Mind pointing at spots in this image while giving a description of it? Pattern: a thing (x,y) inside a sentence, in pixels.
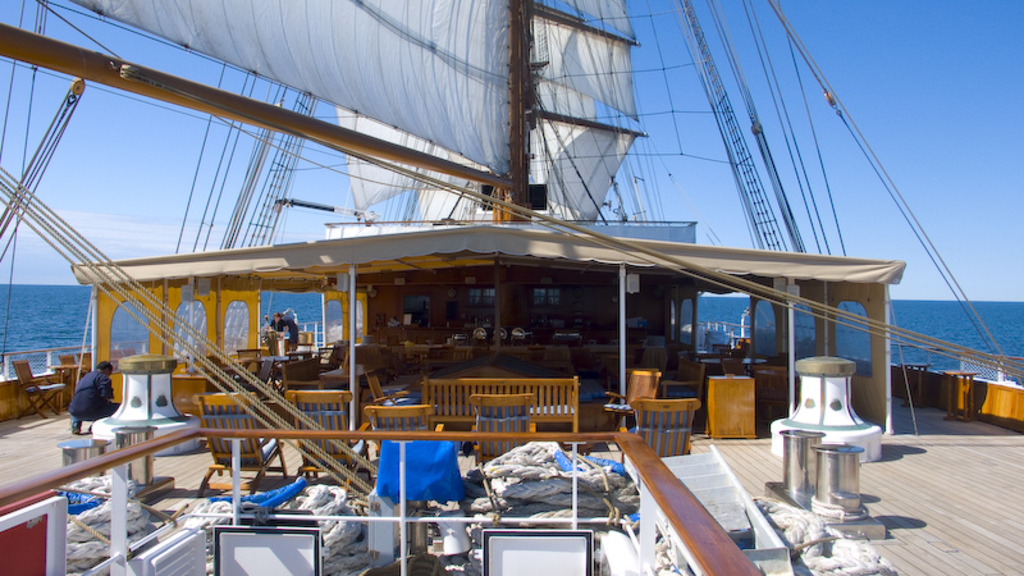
These are chairs (304,410), a man (101,402) is sitting, this is ship (757,217).
